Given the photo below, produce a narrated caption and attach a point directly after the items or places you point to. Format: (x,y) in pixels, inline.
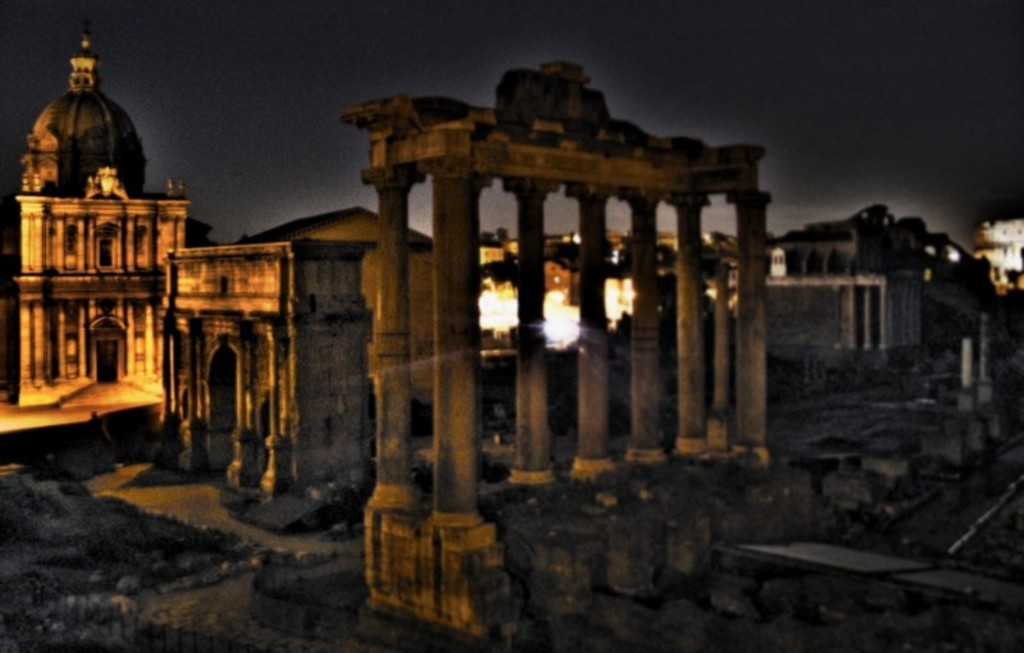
In this image there are monuments (308,363) and there are pillars (692,353).
